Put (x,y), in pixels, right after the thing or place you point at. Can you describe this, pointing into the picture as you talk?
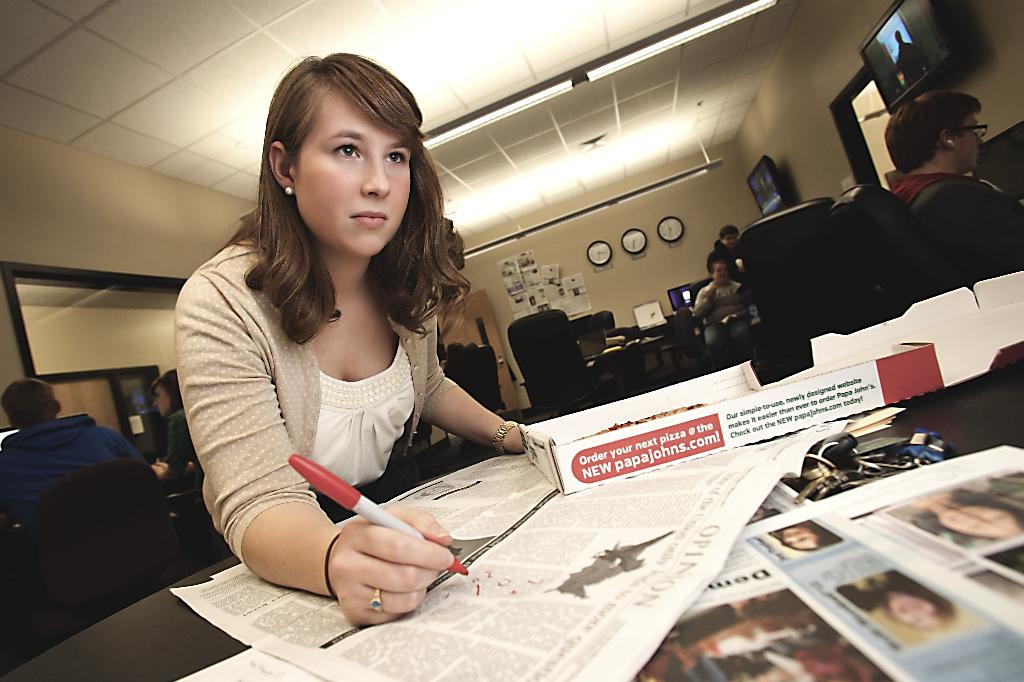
In this picture there is a woman (385,378) holding a marker (388,520) in her hand (427,550) and writing something on a paper (442,595) in front of her which is placed on the table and there are some other objects (853,442) placed on it and there are few other persons (108,428) sitting in chairs (812,242) behind her and there are two televisions (887,53), few clocks (631,238) attached to the wall (763,152) in the background (604,255).
